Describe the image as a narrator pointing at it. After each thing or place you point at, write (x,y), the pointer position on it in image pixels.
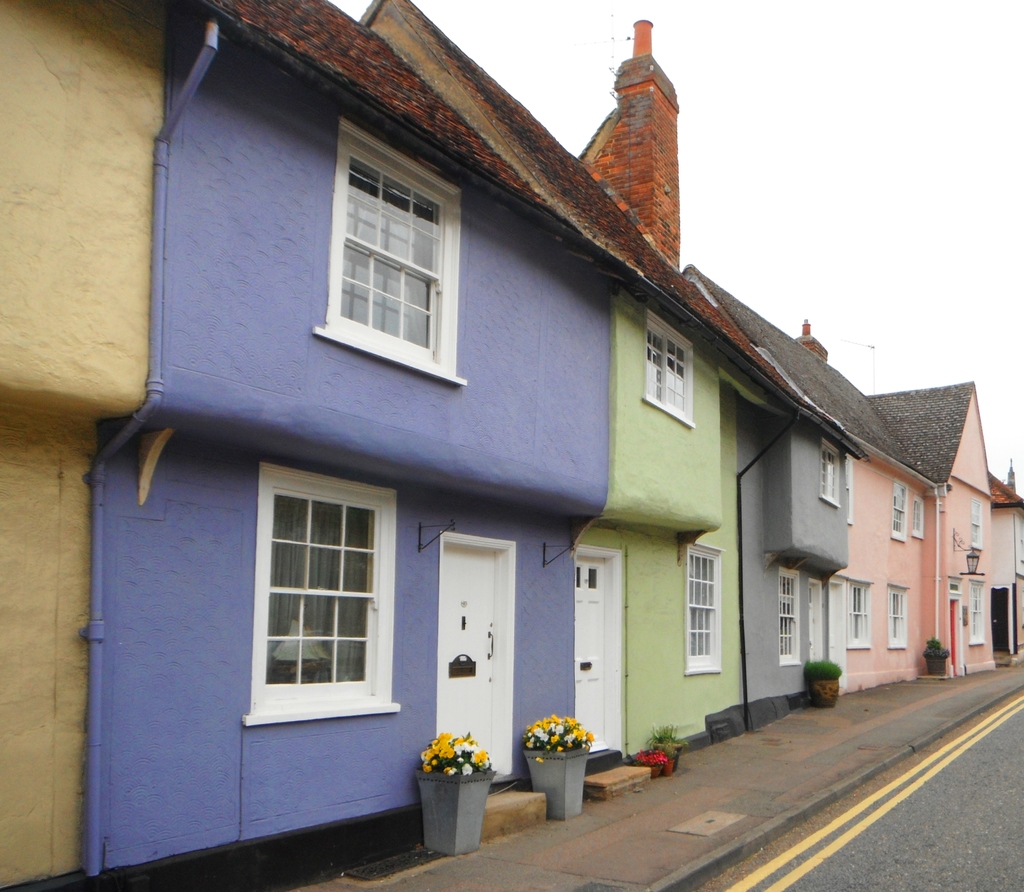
In this image we can see few houses (276,577), there are some potted plants (557,807), flowers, windows (388,650), doors (480,696) and a light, in the background (815,301) we can see the sky (865,129).
